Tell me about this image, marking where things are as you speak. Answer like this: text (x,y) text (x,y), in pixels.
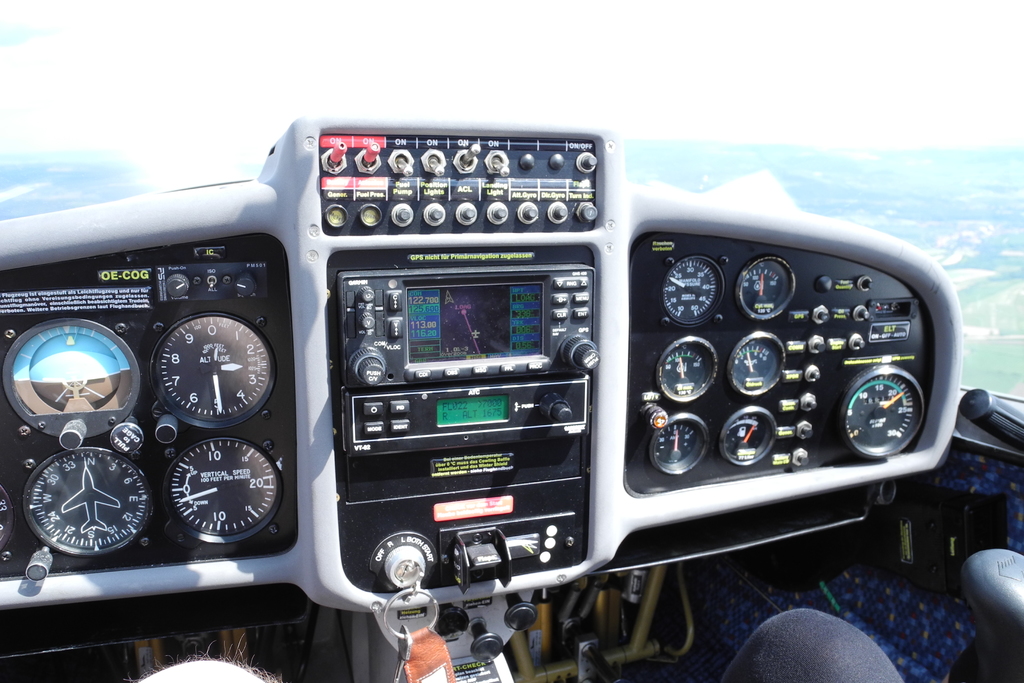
In this image we can see an inside of an airplane (399,427), there is a screen (486,402), there is text (500,412) and number (456,410) on the screen (490,327), there are keys (411,582) towards the bottom of the image (408,637), there are persons legs (818,649) towards the bottom of the image (812,635), there is the sky (407,62) towards the top of the image (691,90), there are buttons (576,346).
